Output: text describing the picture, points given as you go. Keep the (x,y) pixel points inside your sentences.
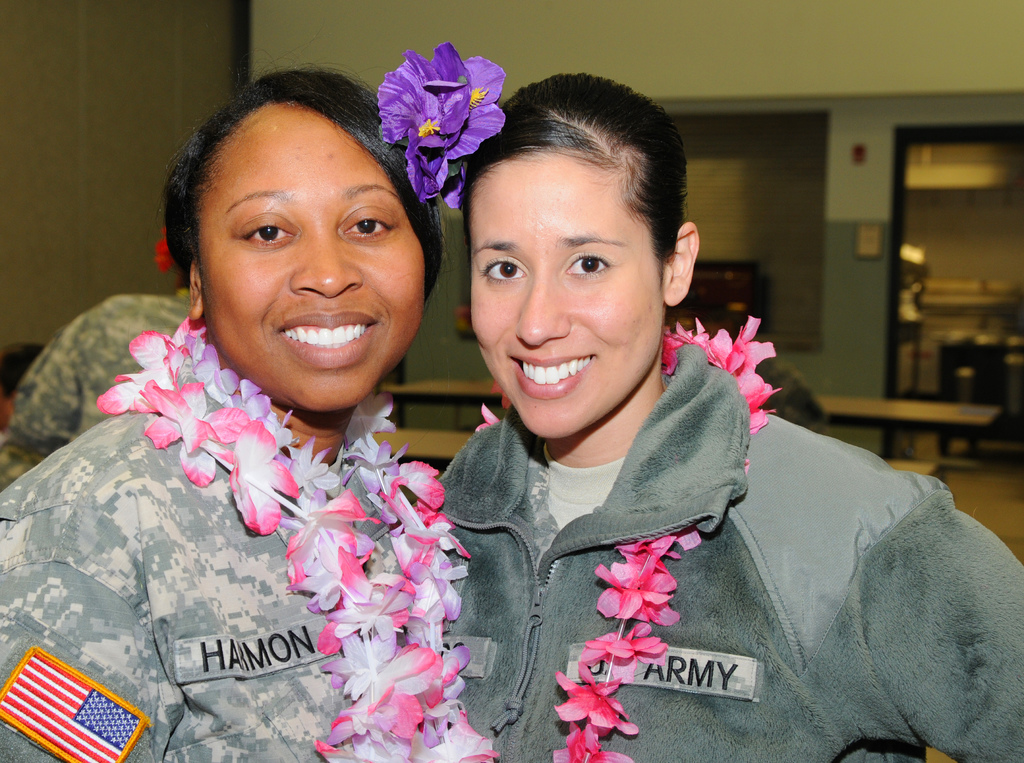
In this image I can see two women (329,366) smiling and giving pose for the picture. The woman (610,465) who is on the right side (748,691) is wearing a jacket (641,514), another woman (237,500) is wearing a uniform (208,681). In the background (826,321), I can see the wall (852,62) and few benches (876,421) are placed on the floor (996,495).
